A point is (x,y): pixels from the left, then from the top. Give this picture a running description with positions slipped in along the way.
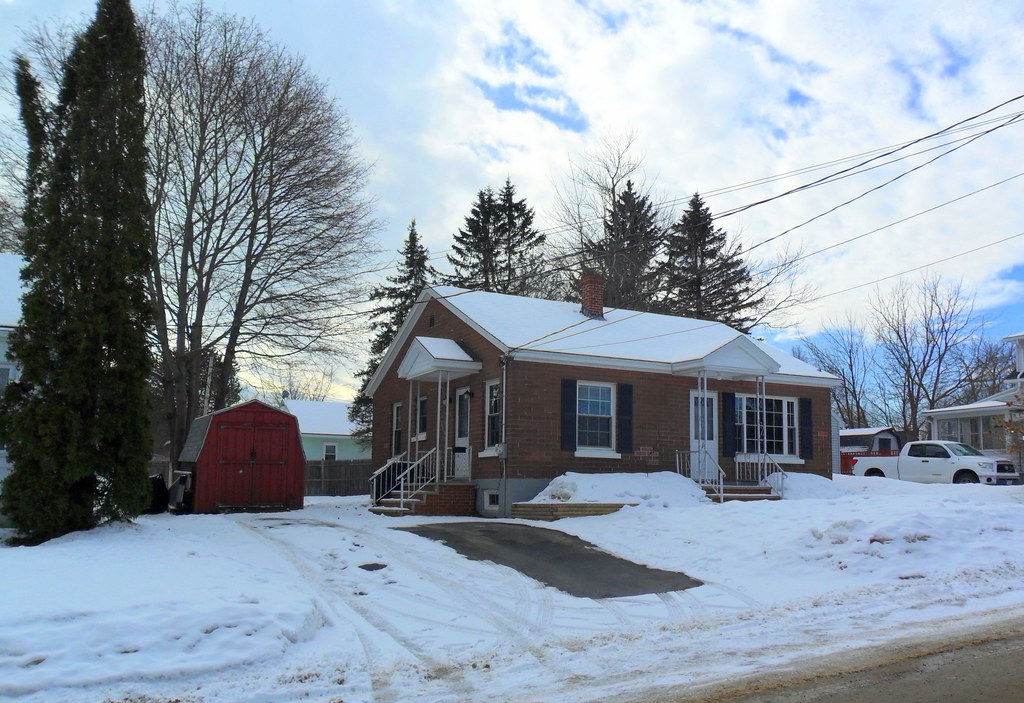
In this image I can see houses (761,424) and trees (31,244) and power line cables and vehicle (1014,470) visible in the middle (396,247) at the top (521,116) I can see the sky (634,157).
